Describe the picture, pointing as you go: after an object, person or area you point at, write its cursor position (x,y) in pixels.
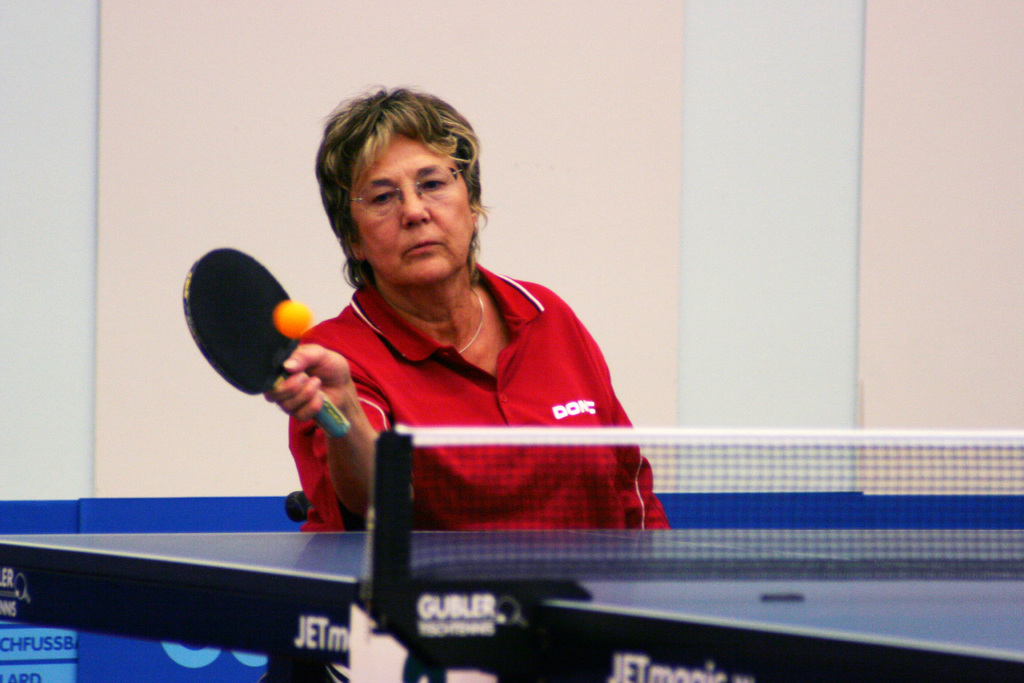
A woman (414,392) is playing table tennis wearing a red t shirt (511,348).
